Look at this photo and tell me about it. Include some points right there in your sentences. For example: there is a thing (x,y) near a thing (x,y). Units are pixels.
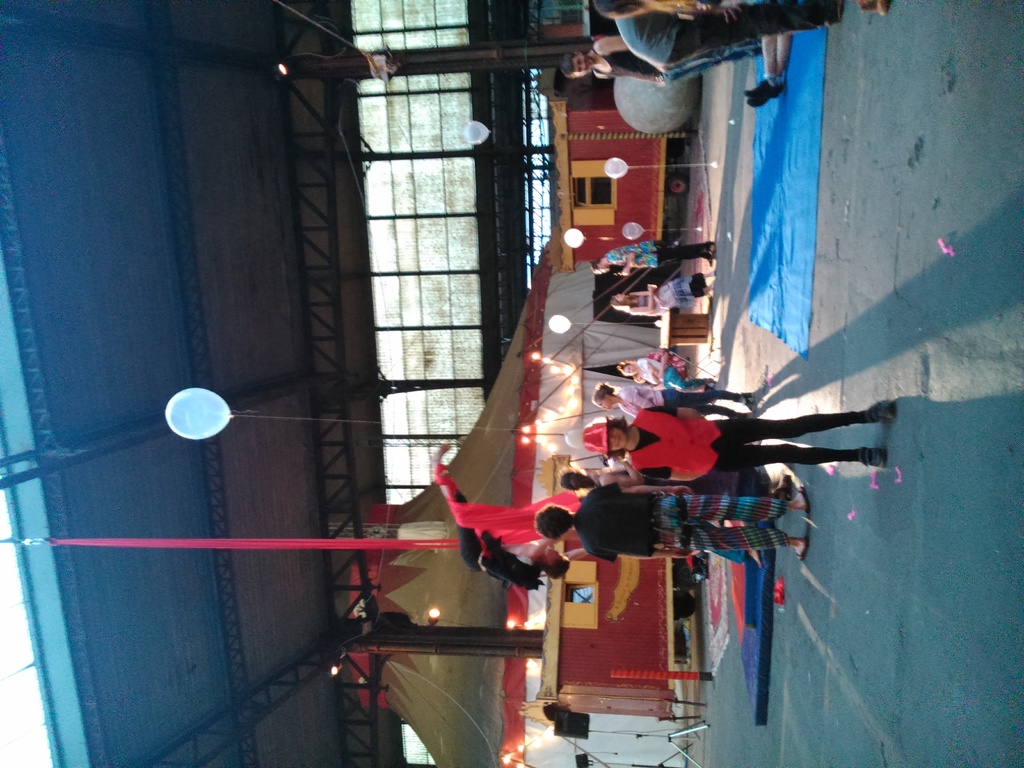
In this image we can see many people (727,465). There is a tent (459,470) in the image. There is a shed (209,744) in the image. There are many objects (695,559) in the image.
